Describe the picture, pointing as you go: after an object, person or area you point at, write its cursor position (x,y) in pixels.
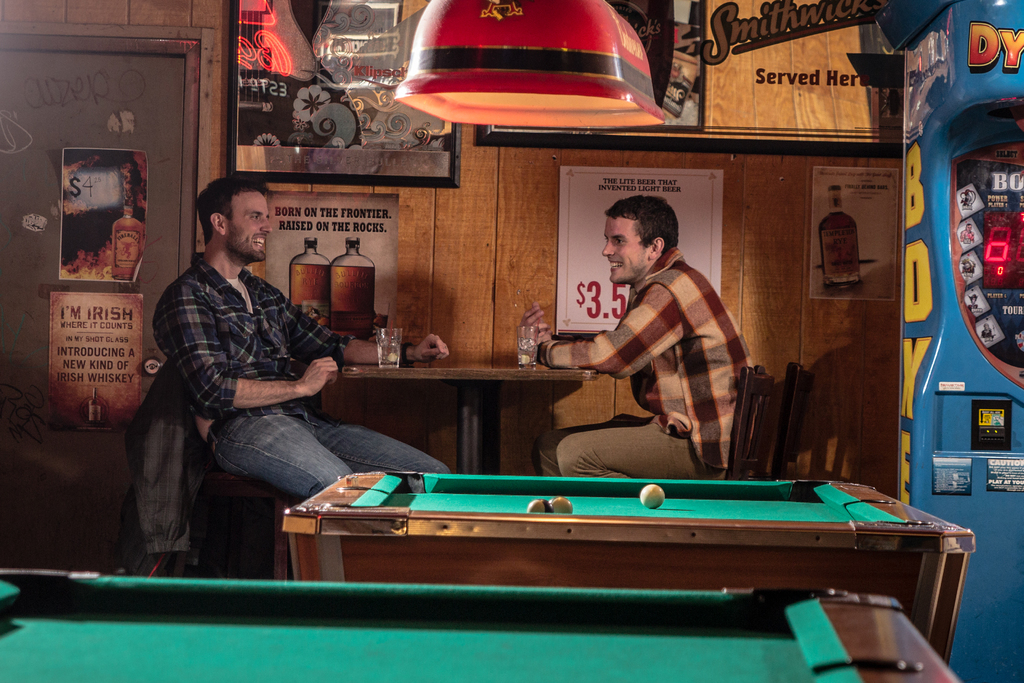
In this picture we can see two men (648,248) sitting on chair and in front of them on table (380,376) we have glasses (380,349) and they are smiling and beside to them we have balls (540,508) on table (616,480) and in background (312,95) we can see wall (517,403) with stickers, banners (419,138), posters (106,164) to door (131,112).
